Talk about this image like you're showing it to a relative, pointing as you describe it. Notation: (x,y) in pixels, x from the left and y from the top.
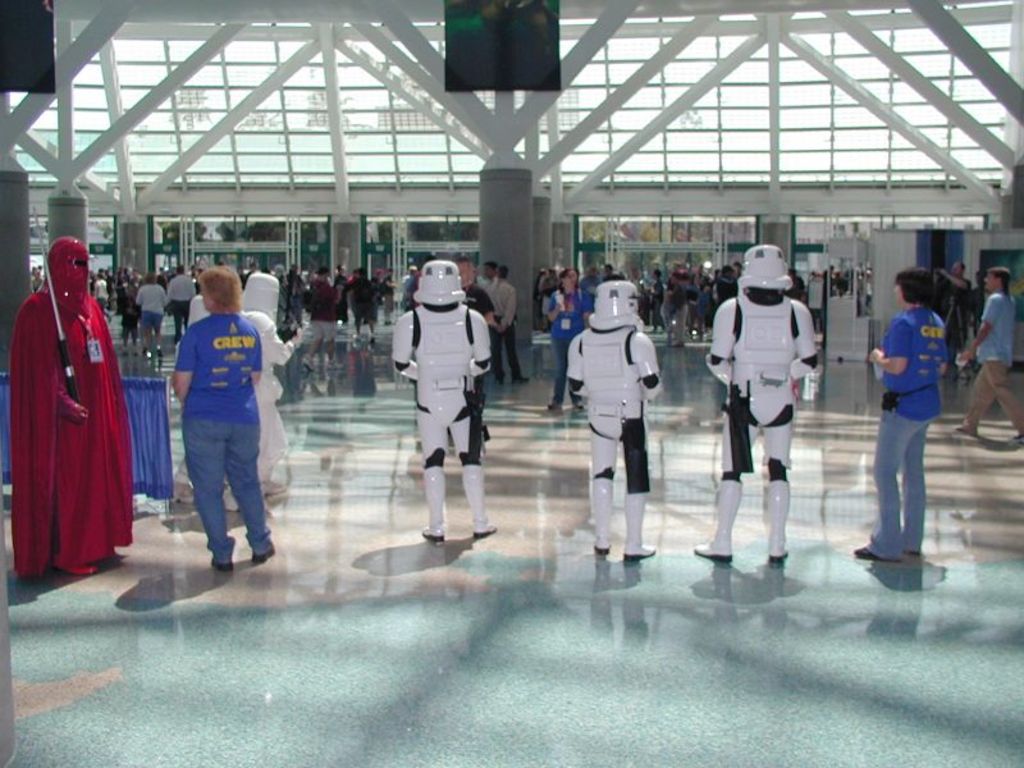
In this image, I can see five persons (88,387) standing with fancy dresses (431,286). There are groups of people (295,280) standing and few people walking on the floor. In the background (206,148), I can see the glass doors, windows (361,122) and pillars (565,251). At the top of the image (494,40), there are two screens (459,41). On the left side of the image (141,408), I can see a curtain (142,393) hanging to a pole (169,380). On the right side of the image (884,300), there is a stall (856,281).
